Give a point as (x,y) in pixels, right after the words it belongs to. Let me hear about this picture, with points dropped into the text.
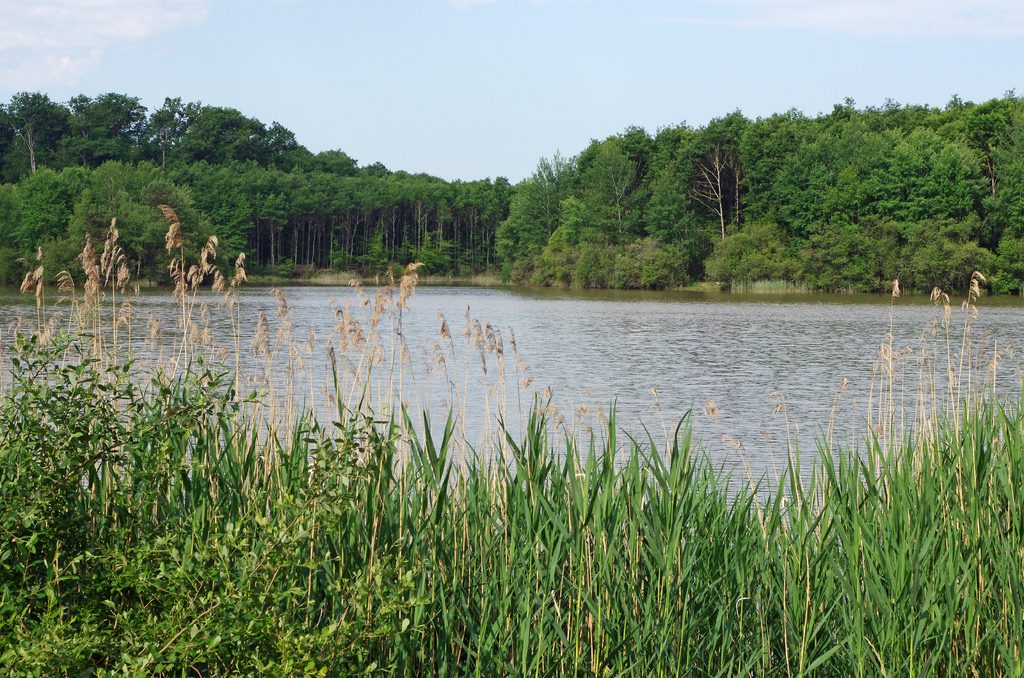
In this image I can see the grass (408,548). I can see the water (460,386). In the background (456,233), I can see the trees (338,226) and clouds (86,51) in the sky (602,71).
